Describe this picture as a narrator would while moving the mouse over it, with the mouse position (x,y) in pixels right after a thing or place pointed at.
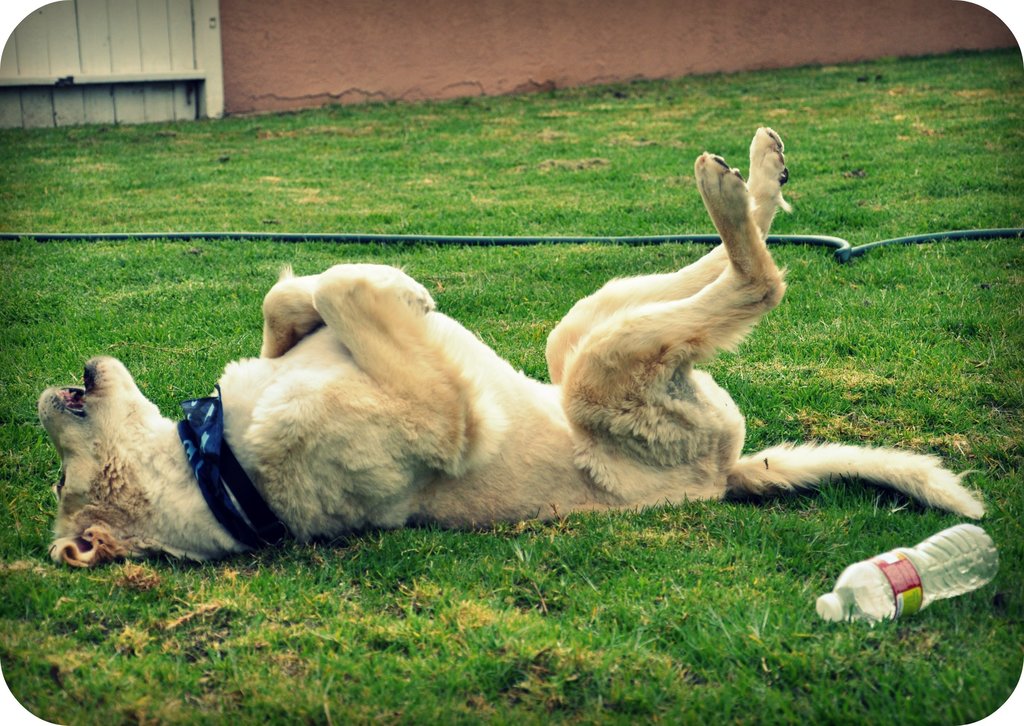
In this image we can see a dog (345,454) is lying on the grassy land (248,604) and pipe (874,244) is there. Right bottom of the image (909,576) one bottle (911,585) is present. Top of the image (547,30) orange color wall (510,38) and white color wooden door (89,69) is there.
